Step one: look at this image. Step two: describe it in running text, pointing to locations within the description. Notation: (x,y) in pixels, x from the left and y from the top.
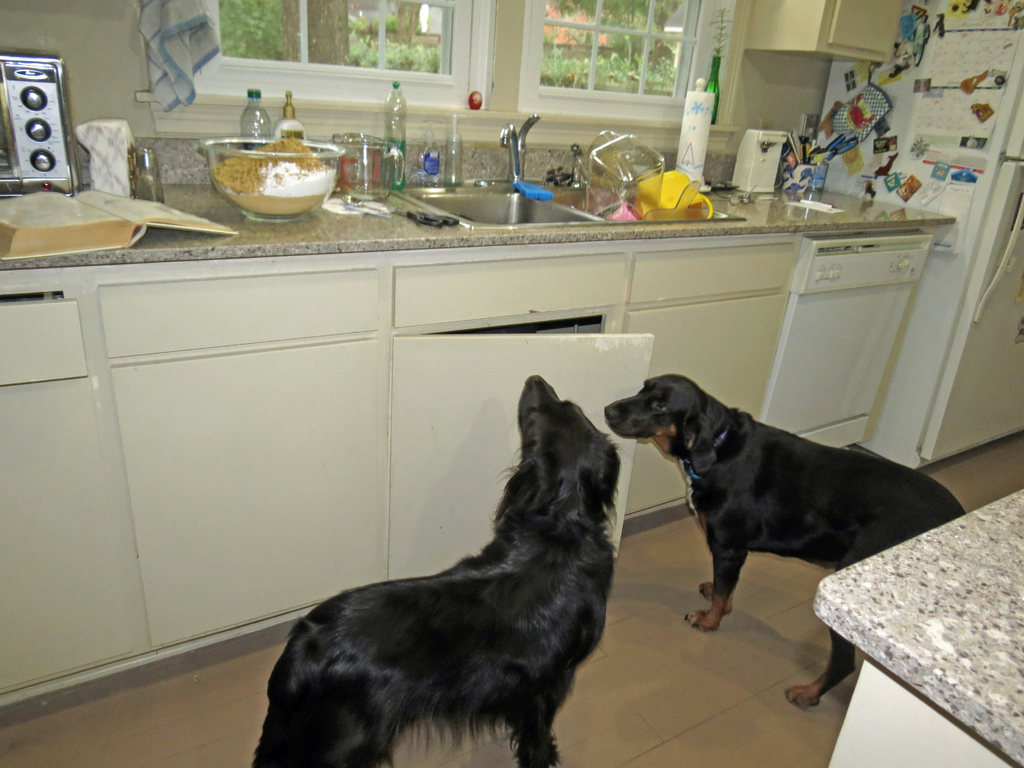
In the image there are two black dogs (451,702) standing on the floor (710,754) in front of kitchen countertop (159,236) with sink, utensils (602,154), oven (23,170) and bottles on it, in front of the window (440,41).
